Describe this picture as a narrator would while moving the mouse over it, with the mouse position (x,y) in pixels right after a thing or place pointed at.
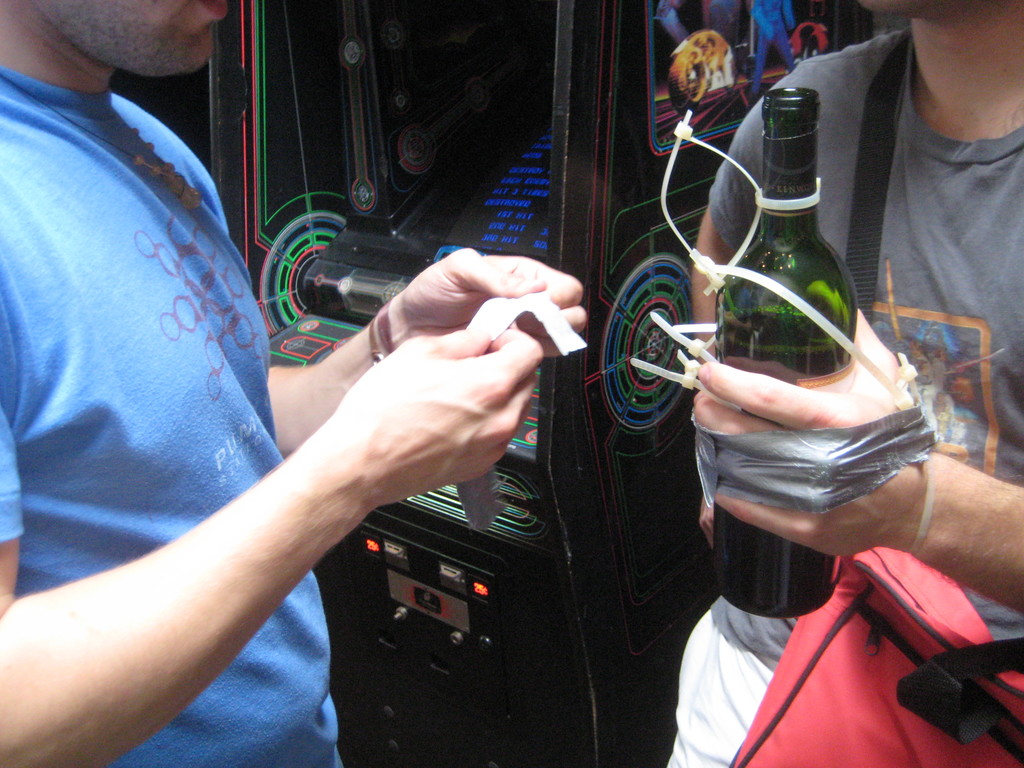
In the image we can see there are people (868,511) who are standing and holding wine bottle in their hand (821,409) and the persons hand (831,423) is tied with a ash colour tape (837,473) and he is carrying a red colour bag (792,708) and there is a game machine (431,574) at the back (375,746) and the person (171,357) is wearing blue colour t shirt (159,406).
